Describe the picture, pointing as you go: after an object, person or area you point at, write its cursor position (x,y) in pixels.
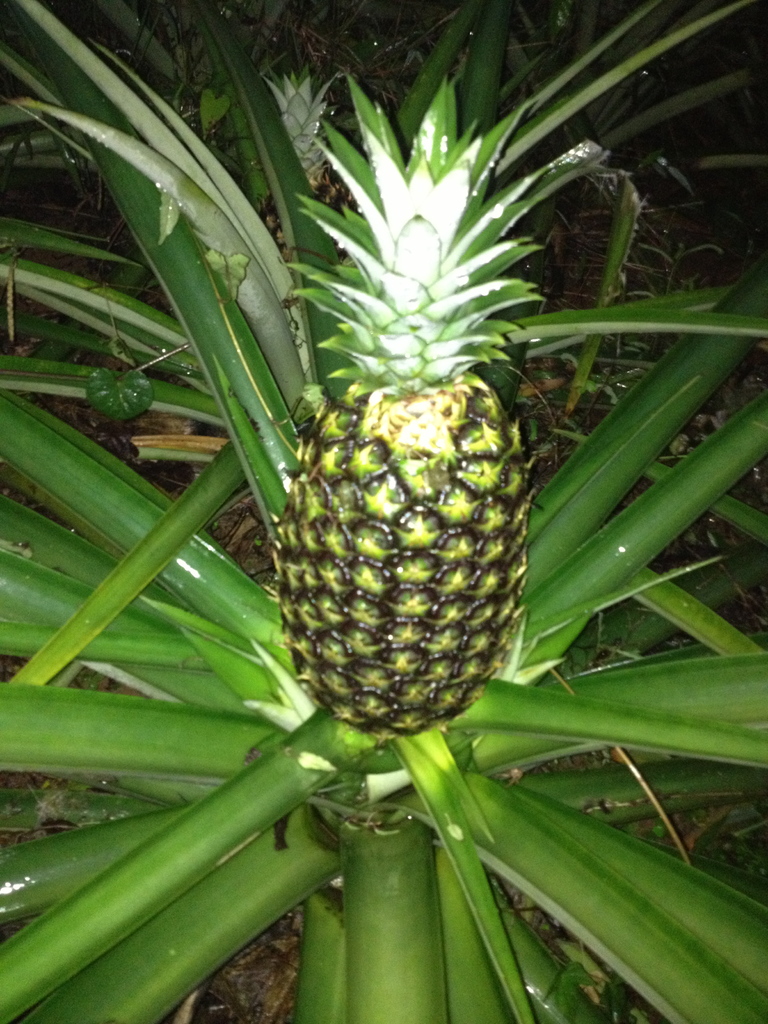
In this image I can see a pineapple plant (283,756). The background of the image (582,253) is dark.
